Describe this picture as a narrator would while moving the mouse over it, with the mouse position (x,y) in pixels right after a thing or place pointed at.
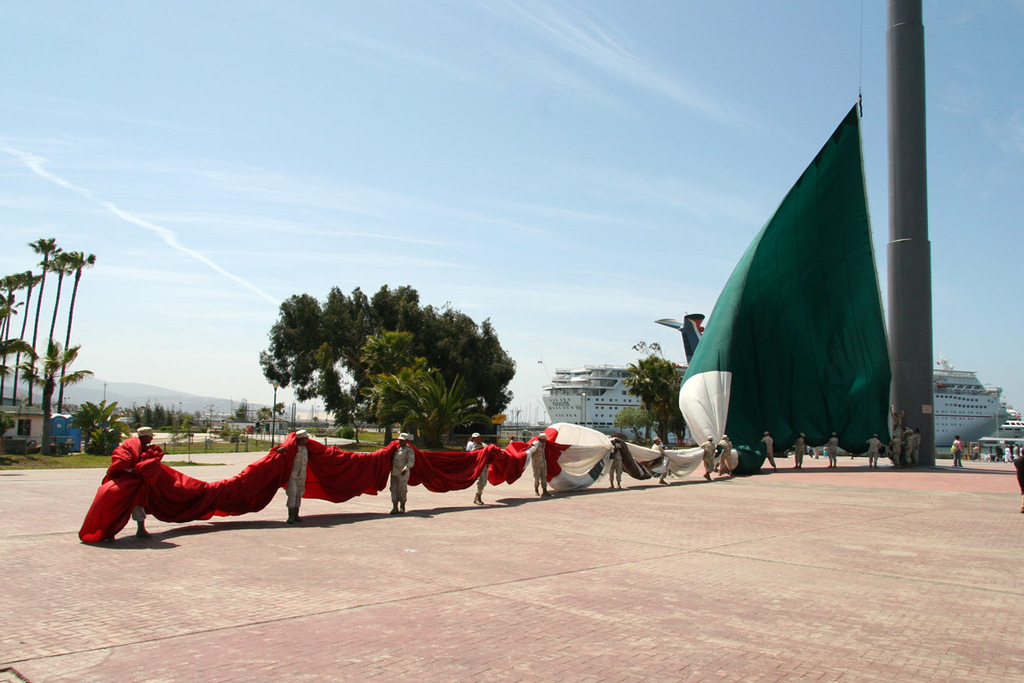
In this picture we can see a group of people (876,445) standing on the ground (475,511) and holding a cloth (803,431) with their hands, trees (284,340), house (13,436), ships (961,381), poles (275,409) and in the background (274,199) we can see the sky (499,209) with clouds (295,218).
